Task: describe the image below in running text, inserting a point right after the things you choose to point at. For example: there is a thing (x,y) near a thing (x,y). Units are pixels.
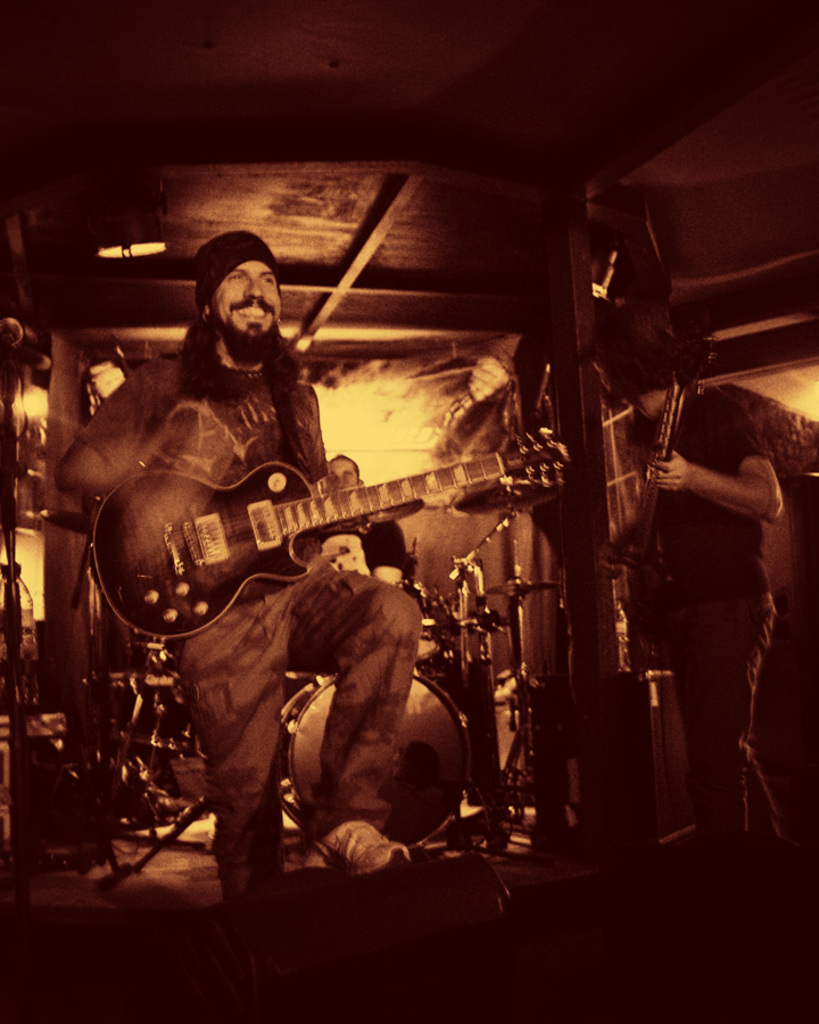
In this image i can see a person (242,293) standing and holding a guitar (223,610). In the background (393,558) i can see few other persons (383,530) holding musical instruments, and few musical instruments (146,753).
